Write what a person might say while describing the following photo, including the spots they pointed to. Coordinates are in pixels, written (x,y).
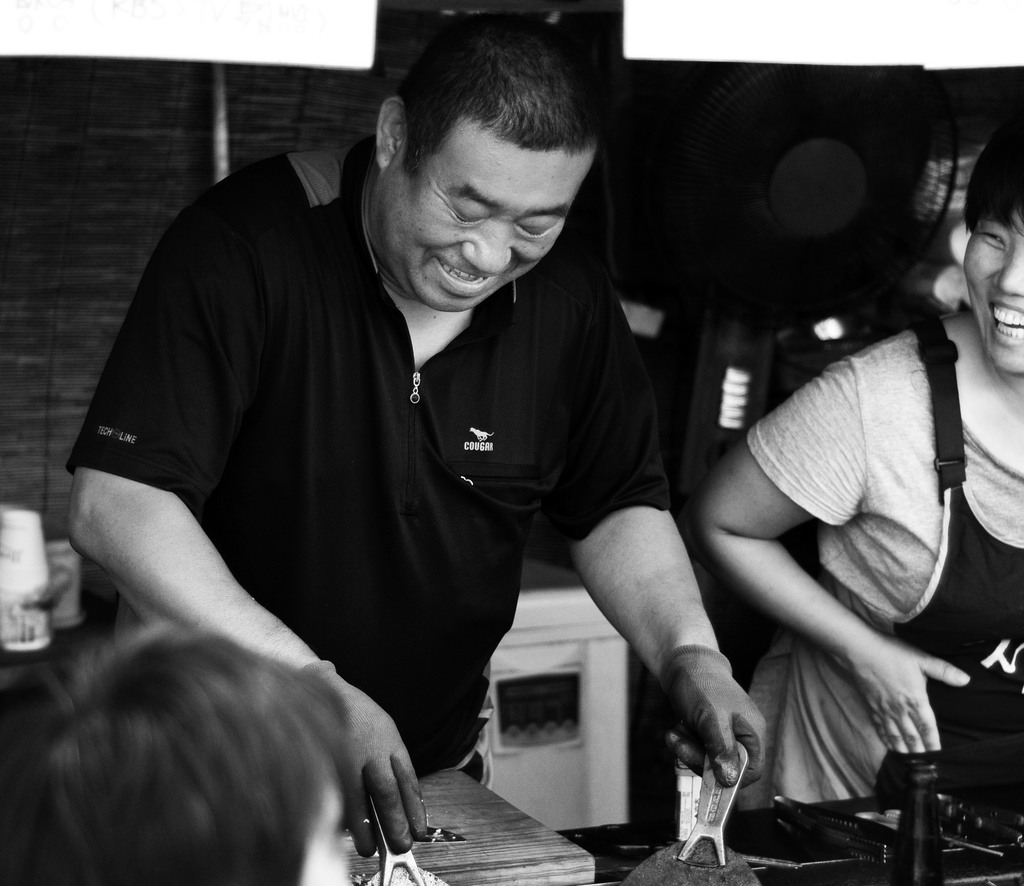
This is a black and white image. In this image there is a man (561,472) holding something in the hands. On the right side (909,535) there is a lady (909,535) wearing a apron (918,632). In front of them there are tables (743,831). In the back (785,267) there is a fan (752,250).
